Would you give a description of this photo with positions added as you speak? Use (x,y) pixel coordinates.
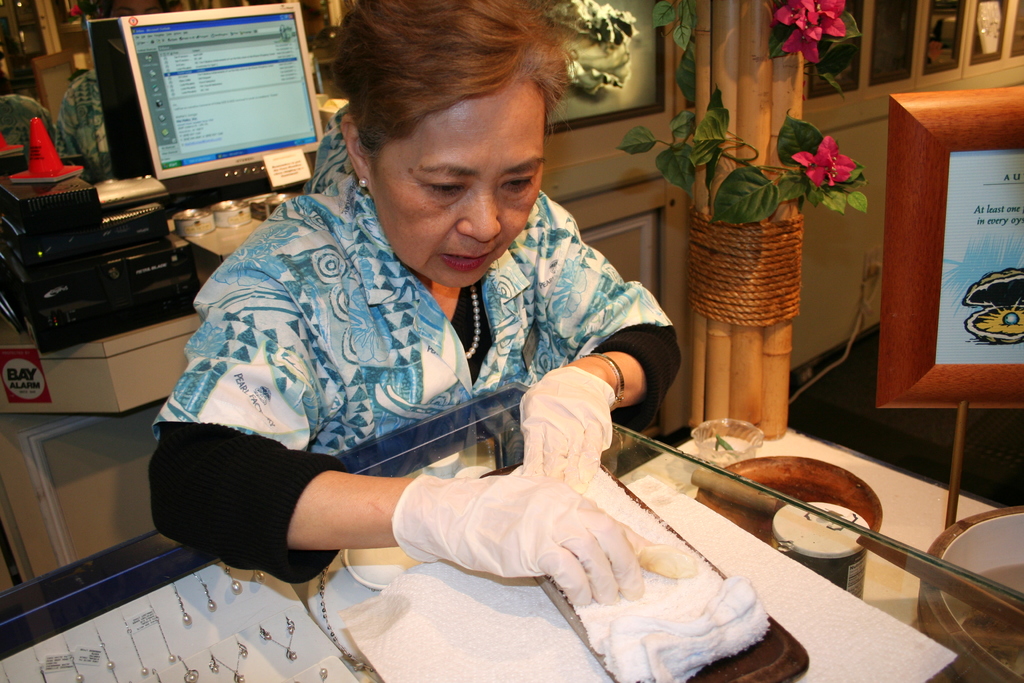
Here we can see a woman (500,561) and this is table (892,600). On the table (894,587) we can see a cloth (676,599), paper (469,631), and jewelry (327,670). This is floor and there is a plant (805,121) with flowers (821,26). In the background (263,12) we can see a monitor (217,152), boxes (56,261), and frames (613,108).
